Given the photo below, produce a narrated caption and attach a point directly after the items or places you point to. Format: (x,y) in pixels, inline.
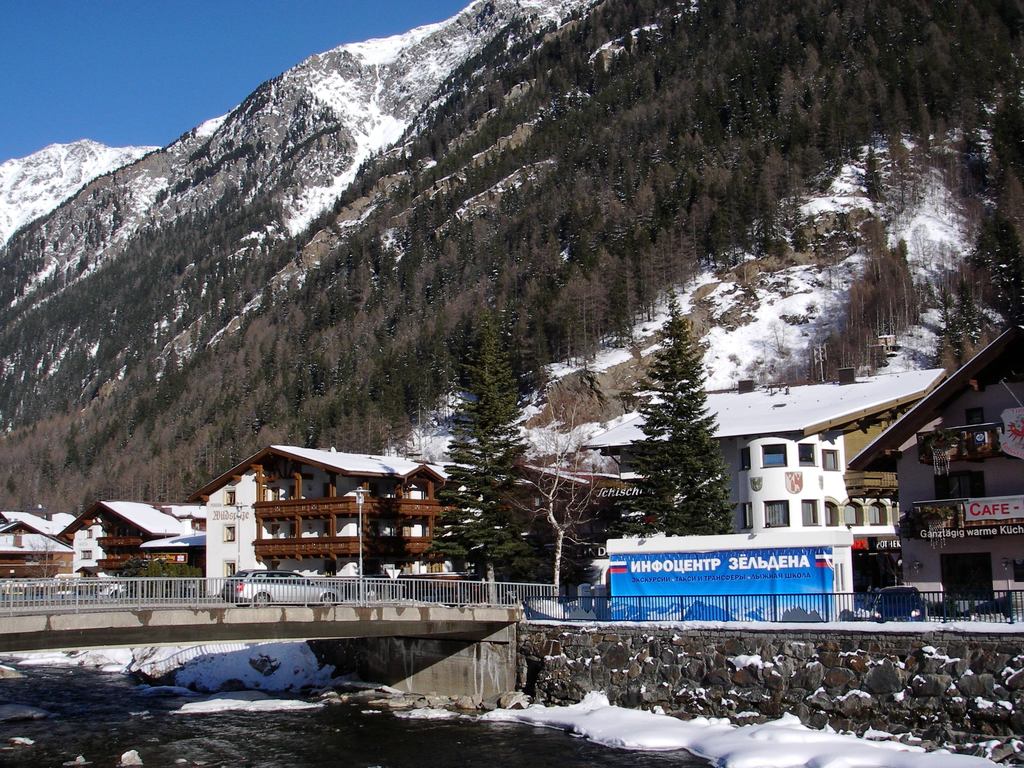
In this image I can see water (317,756) and snow (616,710). There is a car (301,586) on a bridge (185,603). There is fence (185,603). There are trees (373,328), poles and buildings (630,440). There are mountains (415,321) at the back (15,170). There is sky (130,67) at the top (103,67).
